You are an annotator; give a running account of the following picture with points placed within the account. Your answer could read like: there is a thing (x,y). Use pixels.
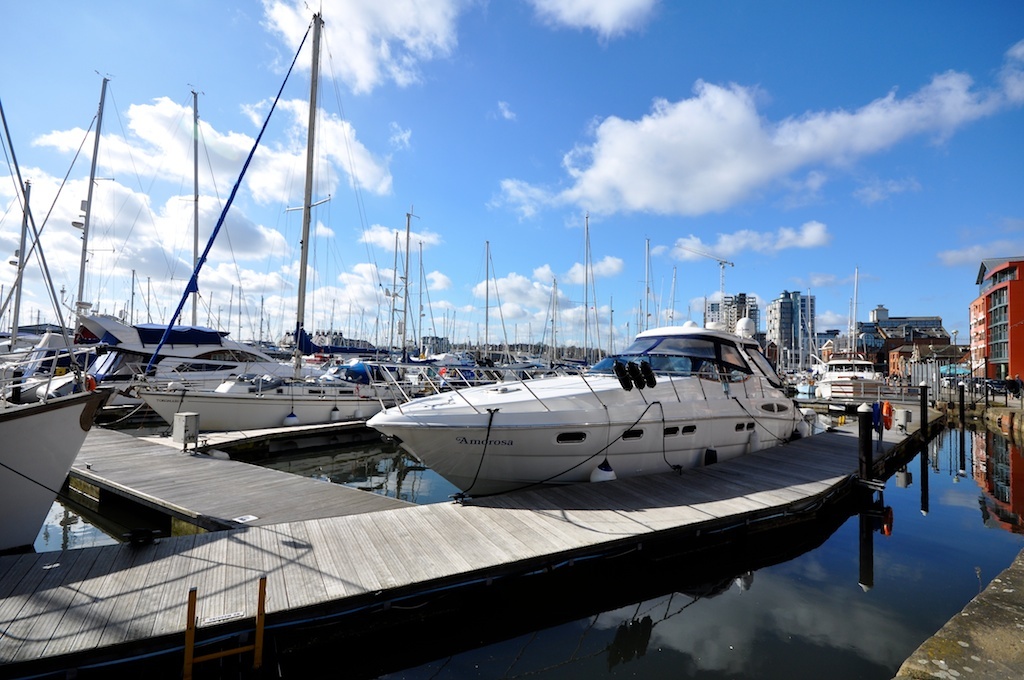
In this image I can see boats (314,414) on the water (726,607). There are buildings (770,328), iron poles (862,437) and in the background (516,171) there is sky (286,133).
